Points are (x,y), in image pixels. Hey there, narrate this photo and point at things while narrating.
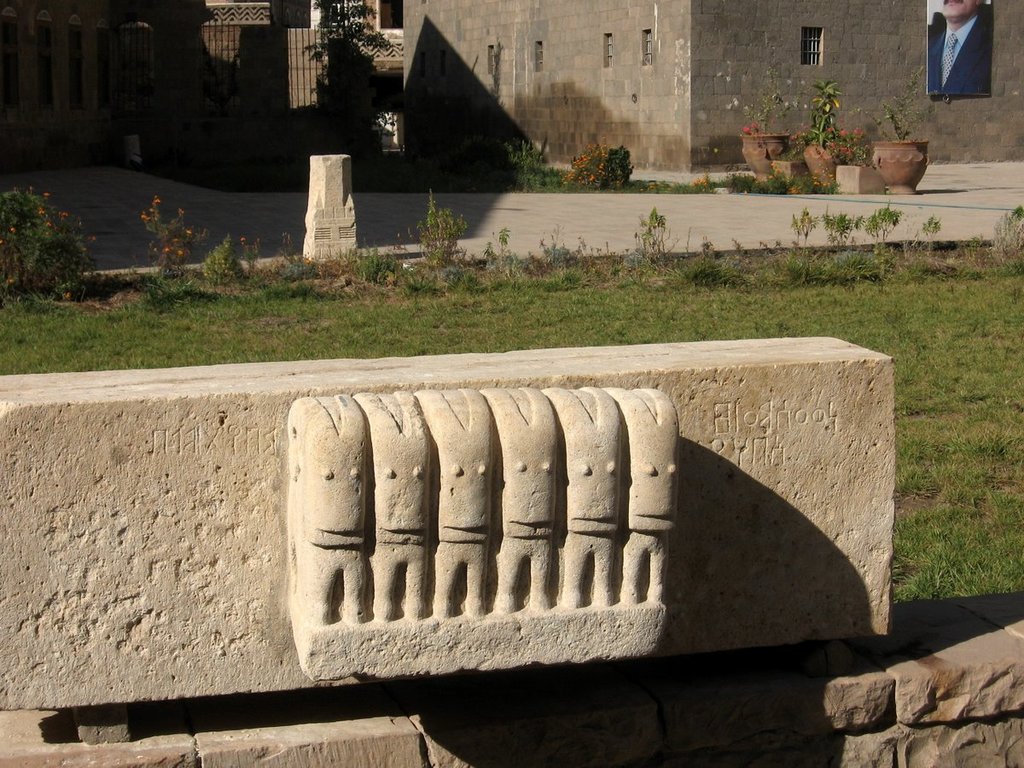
There is a cement structure (600,483) present at the bottom of this image (635,625). We can see a grassy land (630,338) in the middle of this image (494,299). There are plants (508,144) and buildings (770,80) present at the top of this image (543,43). There is a photo frame (945,62) attached to the wall (874,77) which is in the top right corner of this image (948,18).
